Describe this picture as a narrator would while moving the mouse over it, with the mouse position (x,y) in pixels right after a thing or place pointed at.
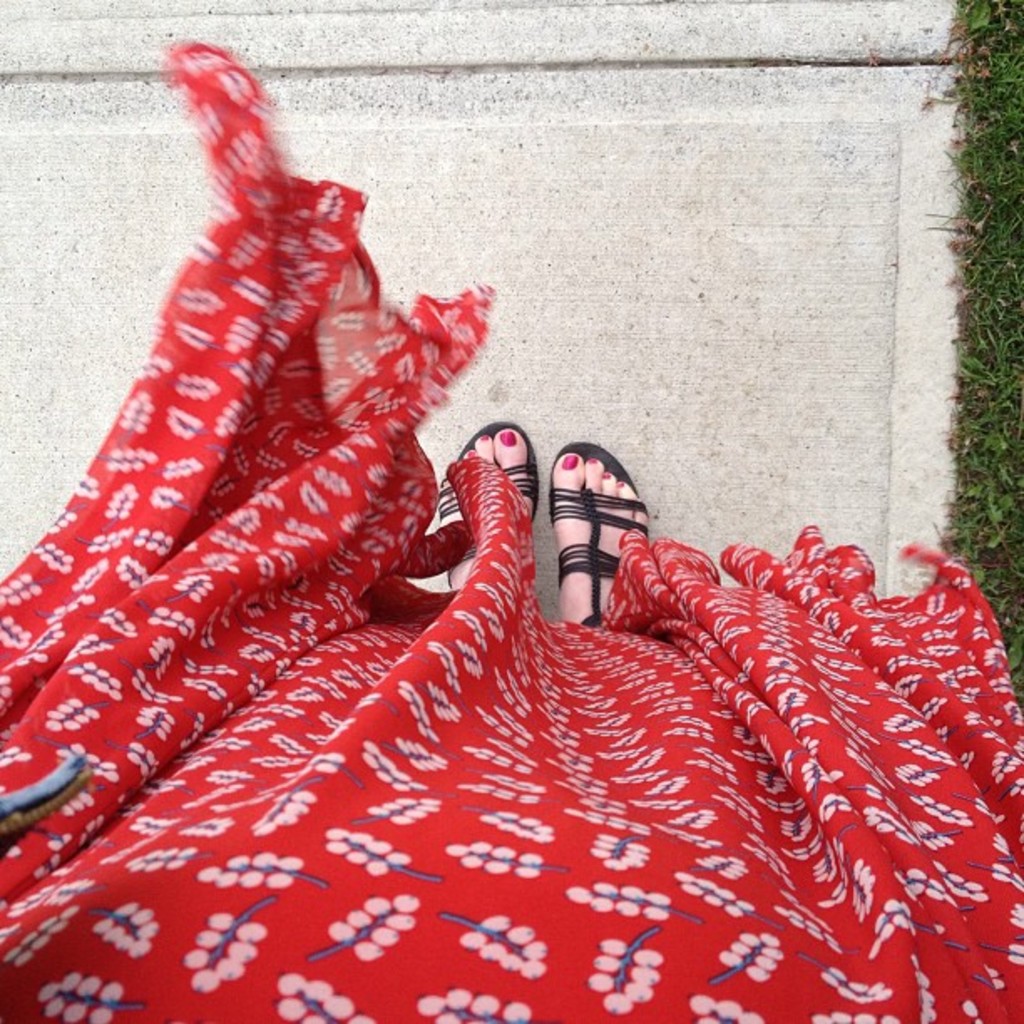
In this picture we can observe red color dress (422,785) and legs (517,476) of a woman (598,511) standing on the floor (488,338). On the right side (1004,312) we can observe some grass (999,385).
